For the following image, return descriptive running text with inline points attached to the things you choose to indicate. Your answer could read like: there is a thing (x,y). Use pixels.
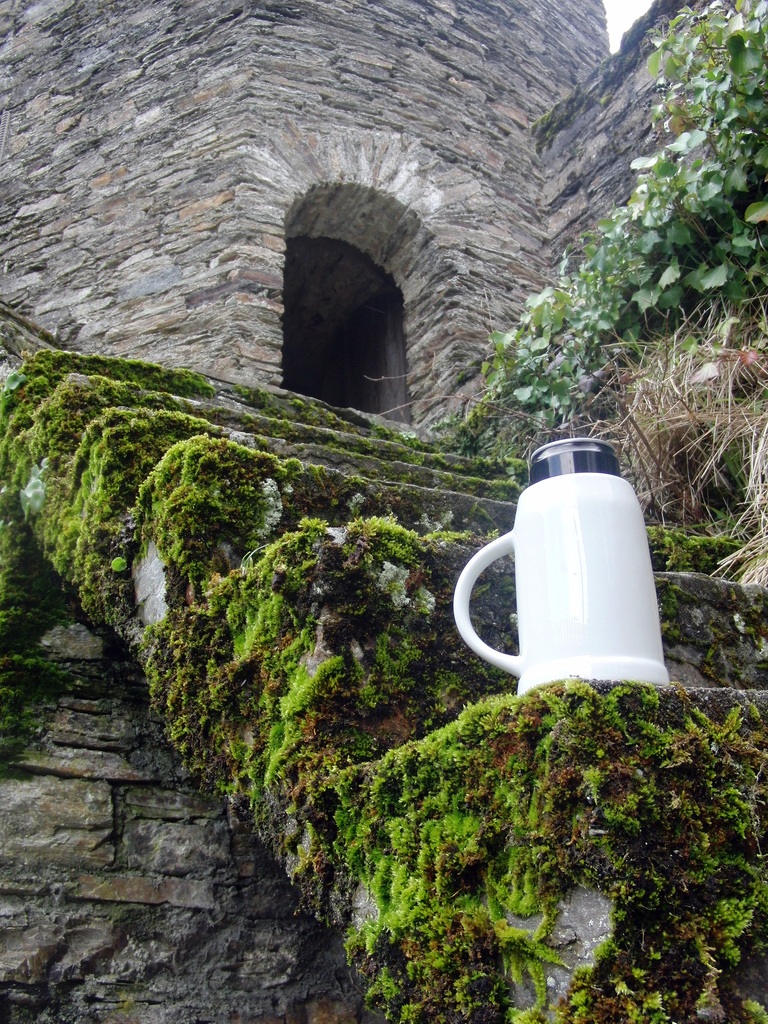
In this image there is a flask (588,578) on the stairs (448,710), on the stairs (348,756) there is grass (367,840). Behind the stairs (213,388) there is a rock wall (299,226). On the right side of the image (659,310) there are plants (578,369) and dried grass (629,469). Beneath the stairs (317,629) there is a wall (174,981).
